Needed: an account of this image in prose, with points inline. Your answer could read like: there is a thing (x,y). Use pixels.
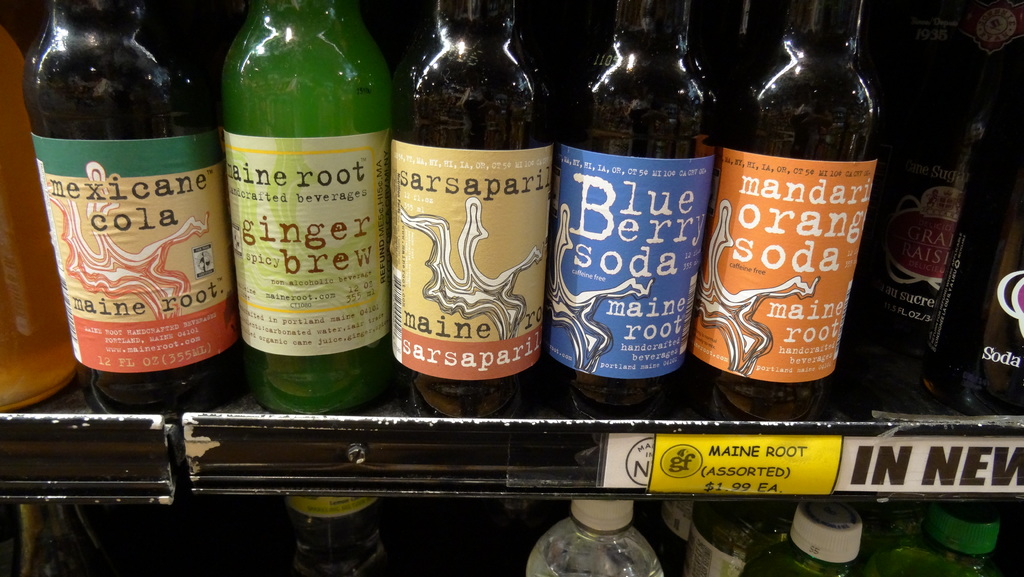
In this picture there are many glass bottles (300,160) kept in a shelf (867,405), among them few are mexicane soda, ginger brew (362,185), sarsaparilla (503,191), orange soda (786,291). There are also different colored liquids (487,100) and different color labels (518,215) on top of them.
